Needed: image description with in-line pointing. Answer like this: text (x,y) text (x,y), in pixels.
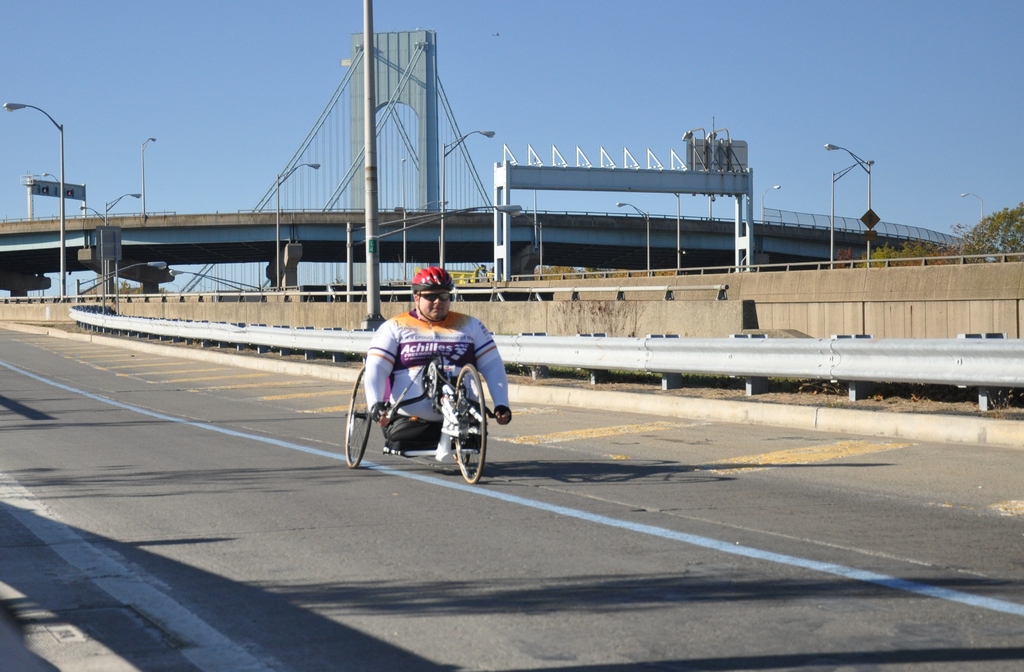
In the middle of this image (419,354), there is a person (446,310), wearing a helmet (443,271) and riding a tricycle (466,397) on a road (604,616), on which there are yellow, blue and white color lines (745,460). In the background (944,364), there is a fence (971,257), there are poles (739,259), trees (1007,247), a bridge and there is the blue sky (422,15).
